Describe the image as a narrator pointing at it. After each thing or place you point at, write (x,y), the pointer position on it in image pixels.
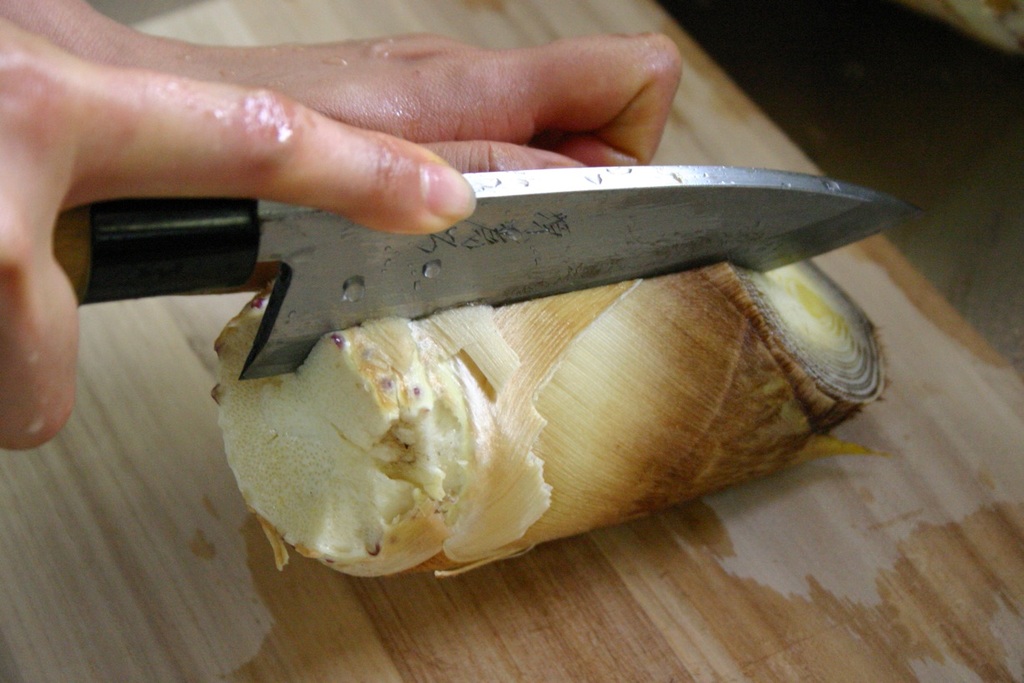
In this image, we can see human hands (327,137) is holding a knife (338,251) and cutting an object (578,426) on the chopping board (949,472). Here we can see a surface (960,158).
